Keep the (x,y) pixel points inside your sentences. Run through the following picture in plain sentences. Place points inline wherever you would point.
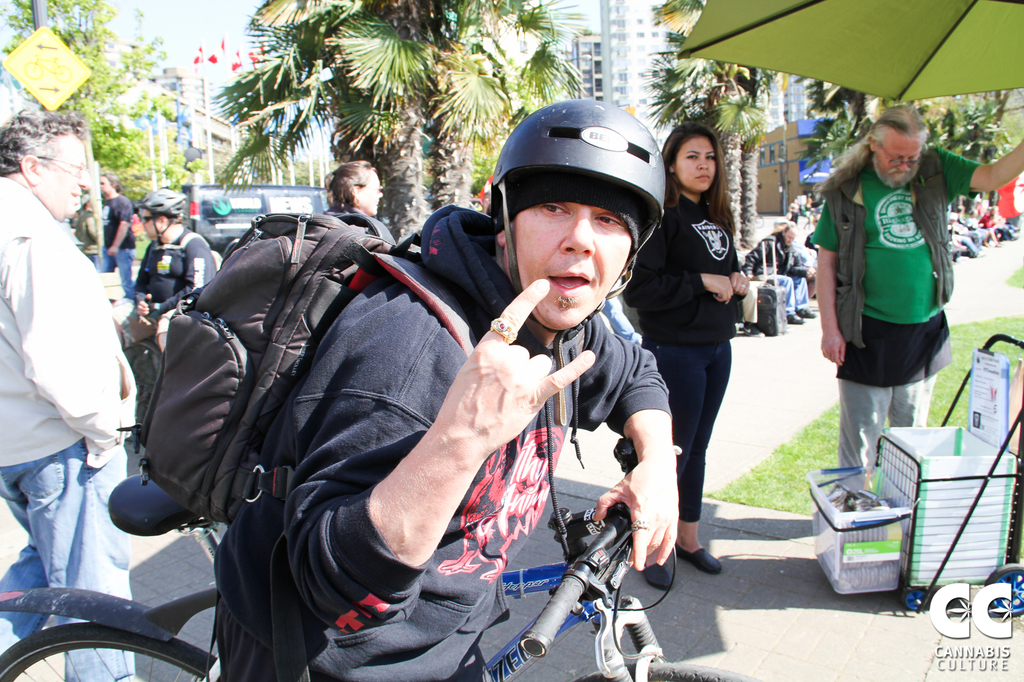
In this image I can see there are group of people (481,485) among them the person (528,480) in the front (536,465) is wearing a helmet (647,179) and a bag (276,352) and riding a cycle (190,600). In the background of the image (386,92) I can see there are few trees (373,84) and buildings (624,45).
